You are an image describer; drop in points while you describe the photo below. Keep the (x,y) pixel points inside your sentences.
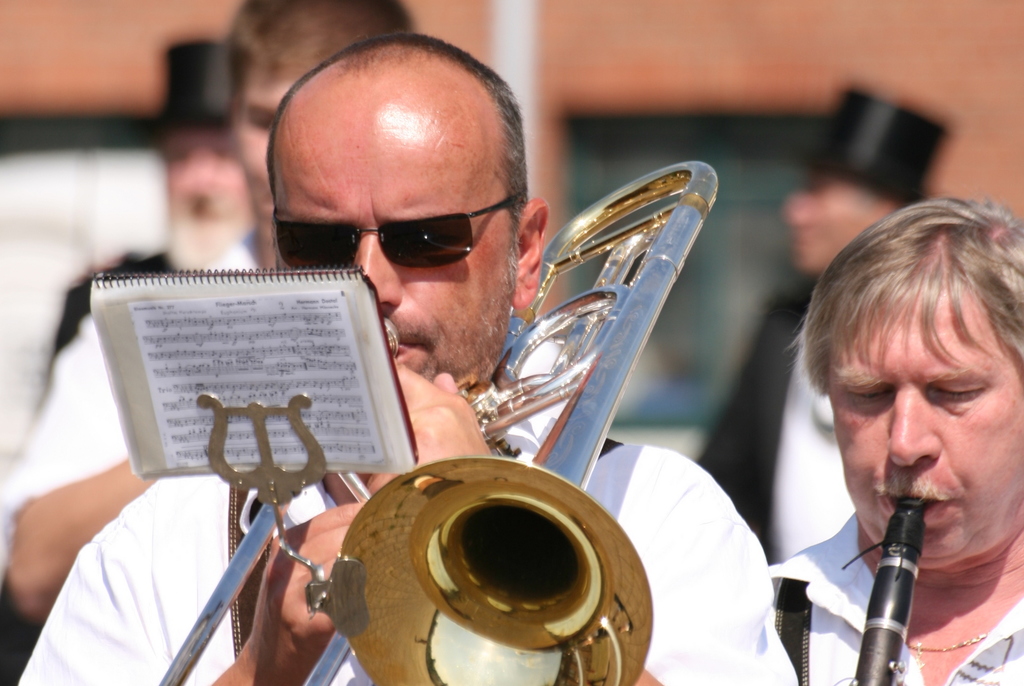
In the center of the image (436,443) there is a man (406,147) holding musical instrument (465,613) and book (203,442). On the right side of the image (914,393) there is a person (854,423) holding musical instrument (906,570). In the background (773,188) we can see persons (767,452) and building (615,37).
